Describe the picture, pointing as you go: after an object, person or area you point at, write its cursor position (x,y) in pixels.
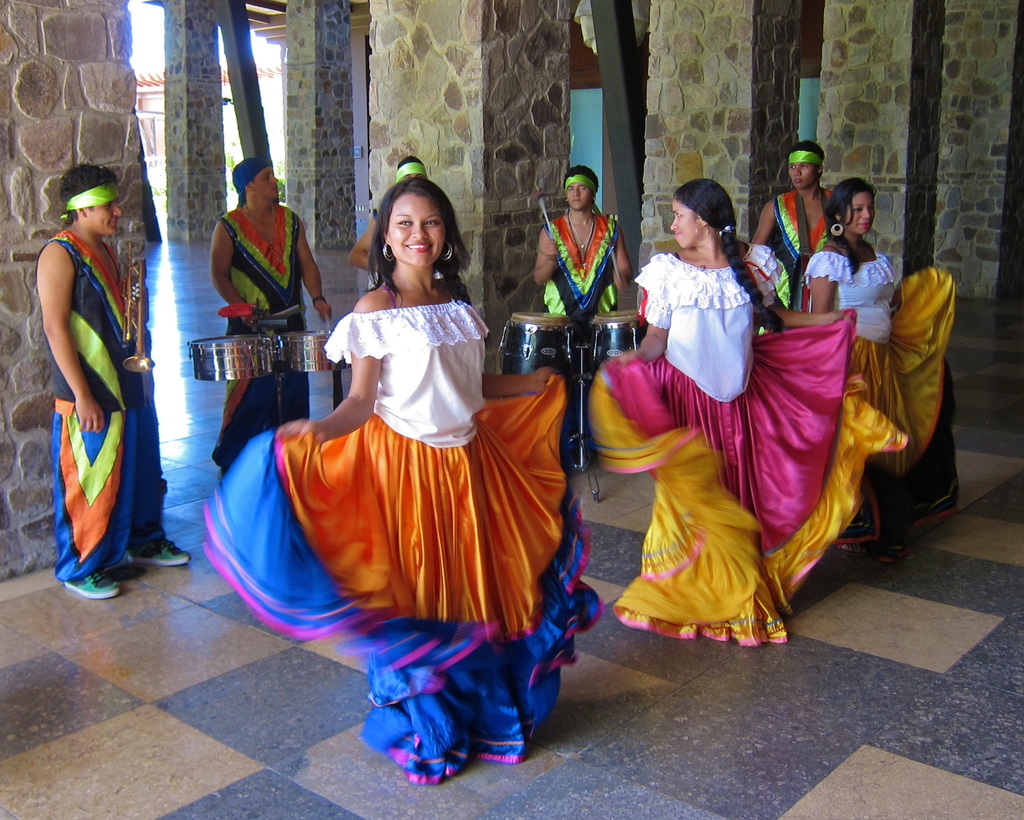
In this image there are few people (855,485) dancing on the floor (182,285), behind them there are a few people (609,263) standing and playing drums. Behind them there are pillars (516,138) of a building (377,106).
